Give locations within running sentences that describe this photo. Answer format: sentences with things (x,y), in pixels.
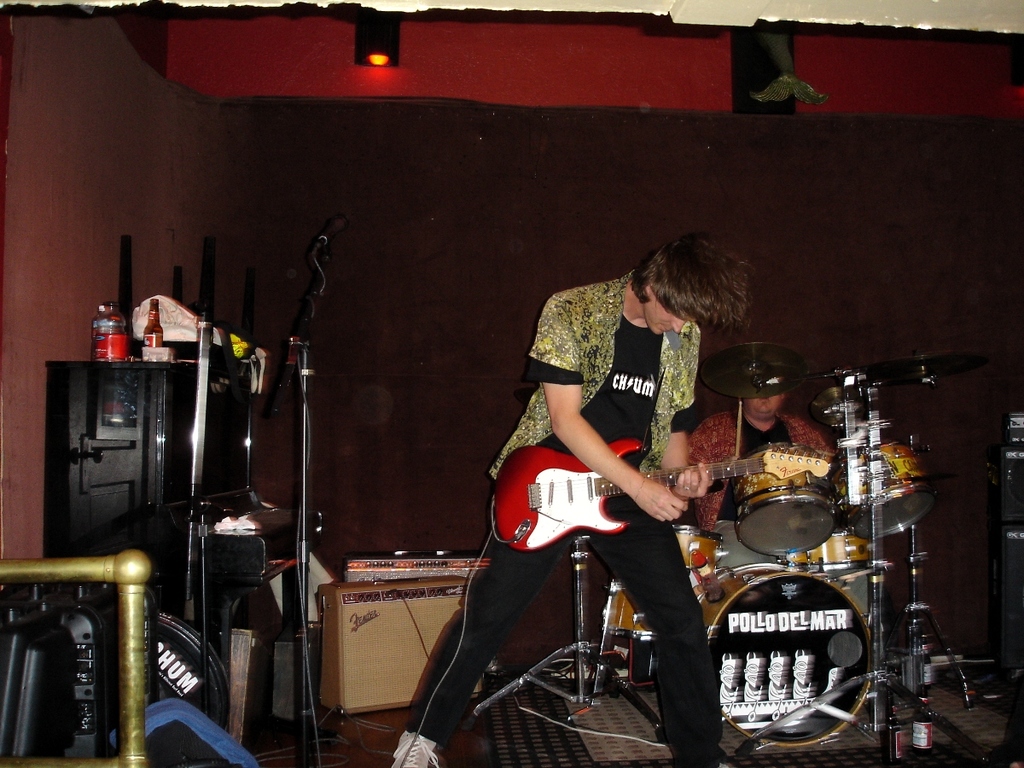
In this image we can see a person (699,239) standing in the center (603,457) and he is playing a guitar (575,467). There is another person (733,488) who is sitting on a chair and he is playing a snare drum (823,491) with drumsticks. There is a microphone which is on the left side (305,751).
